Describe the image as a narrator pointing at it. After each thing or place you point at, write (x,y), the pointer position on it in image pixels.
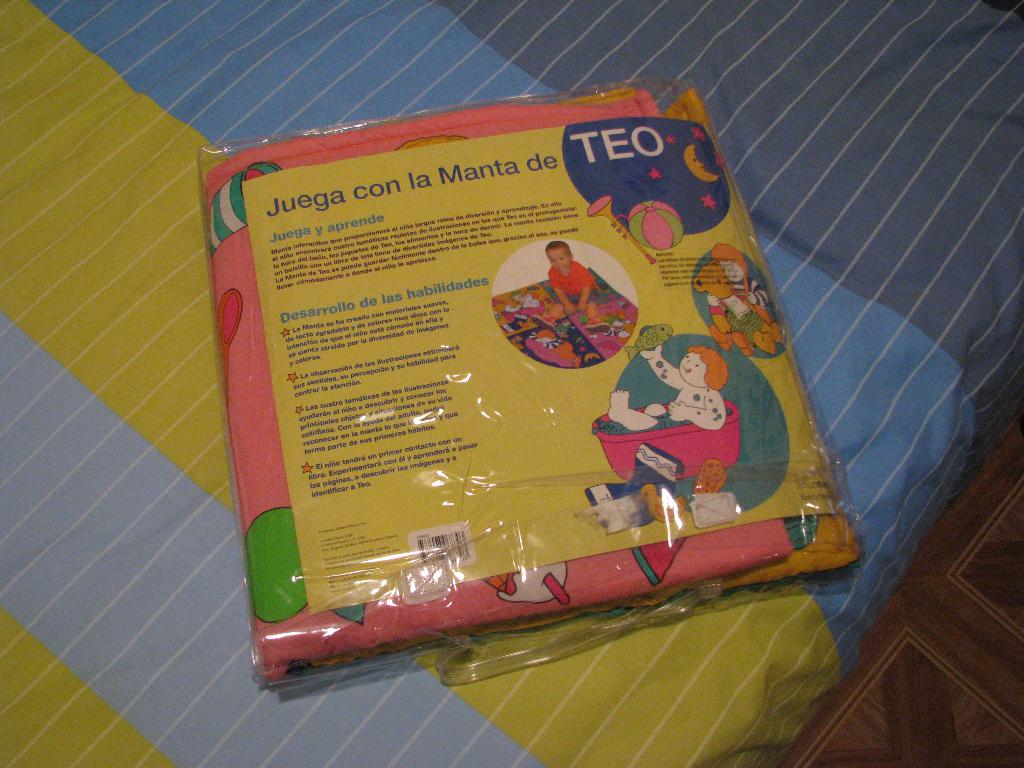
In this image we can see something which is in pink color is kept in the cover (466,519) with a label (386,449) on it, is placed on the bed (280,14). Here we can see the floor (958,709).
